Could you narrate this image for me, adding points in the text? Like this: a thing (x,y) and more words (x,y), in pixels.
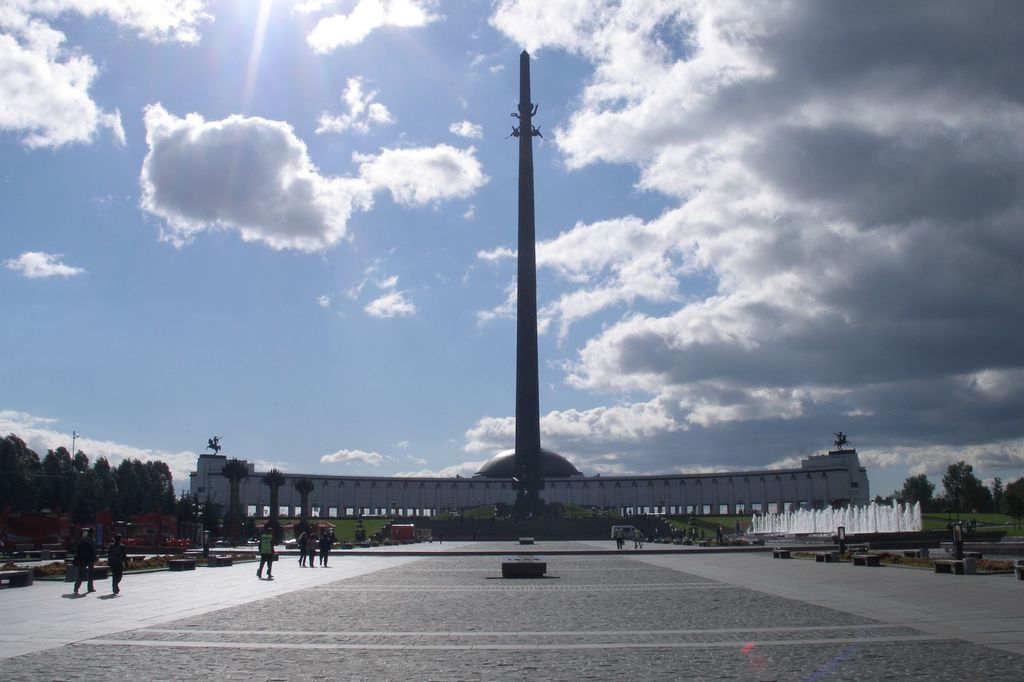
In this image there is a tall pillar (522,330) in the middle (531,342). Behind the pillar (524,371) there is a wall (642,483). At the bottom (140,577) there is a floor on which there are few people (269,570) walking on it. At the top (562,200) there is sky (285,308). There are trees (105,478) on either side of the image.
